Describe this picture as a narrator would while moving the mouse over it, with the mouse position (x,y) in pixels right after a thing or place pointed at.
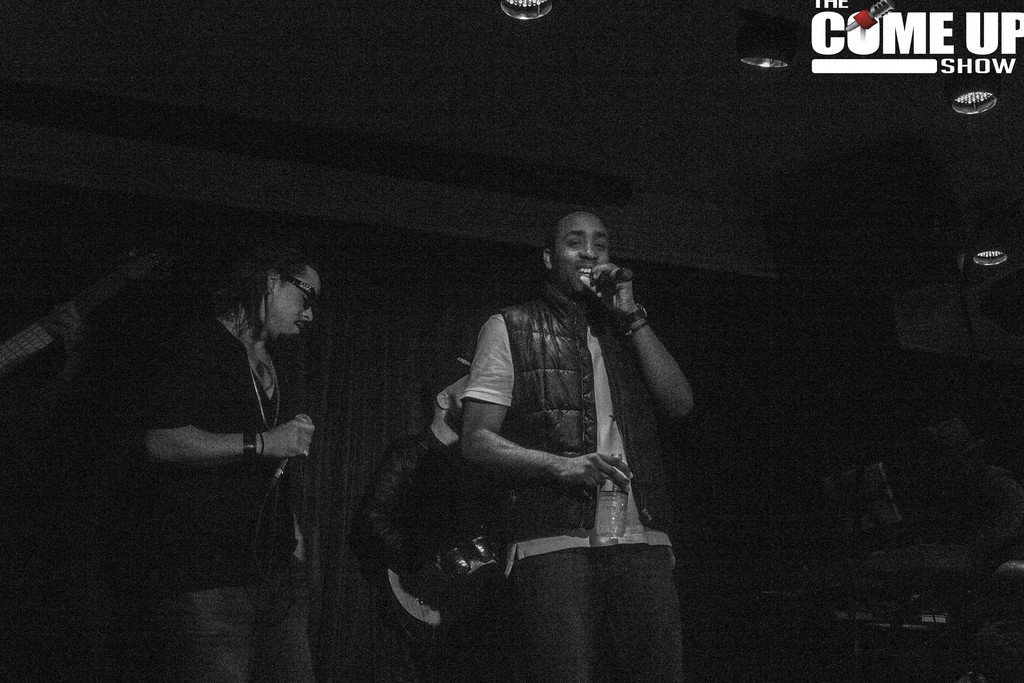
This image consists of three persons (491,471) performing music. It looks like a concert. To the top (560,112), there is a roof (576,123) along with lights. It looks like a concert. In the front (611,457), the man (611,411) is holding a mic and a bottle (605,519) is singing.
